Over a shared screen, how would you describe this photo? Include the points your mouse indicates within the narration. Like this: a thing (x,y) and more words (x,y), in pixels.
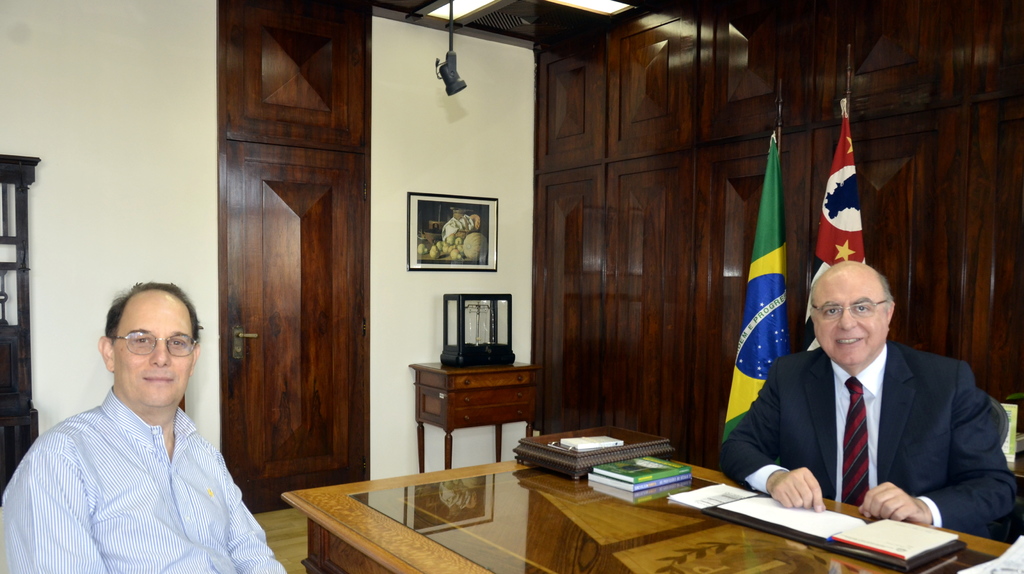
There two people (218,508) sitting on the chairs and smiling. This is the wooden table (573,534) with books (639,465), paper (772,514) and some wooden object (583,463) on it. These are the flags (783,226) hanging to the poles (847,83). This is the frame (441,196) attached to the wall (428,159). This is the small drawers (506,395) and here is the object (485,357) placed on this. This is a wooden door (257,327) with a door handle (245,335). This is a wooden background (921,168). I can see lights (448,4) attached to the rooftop (490,13) and this looks like a ceiling light (452,82) hanging. This is the wall (134,157).
